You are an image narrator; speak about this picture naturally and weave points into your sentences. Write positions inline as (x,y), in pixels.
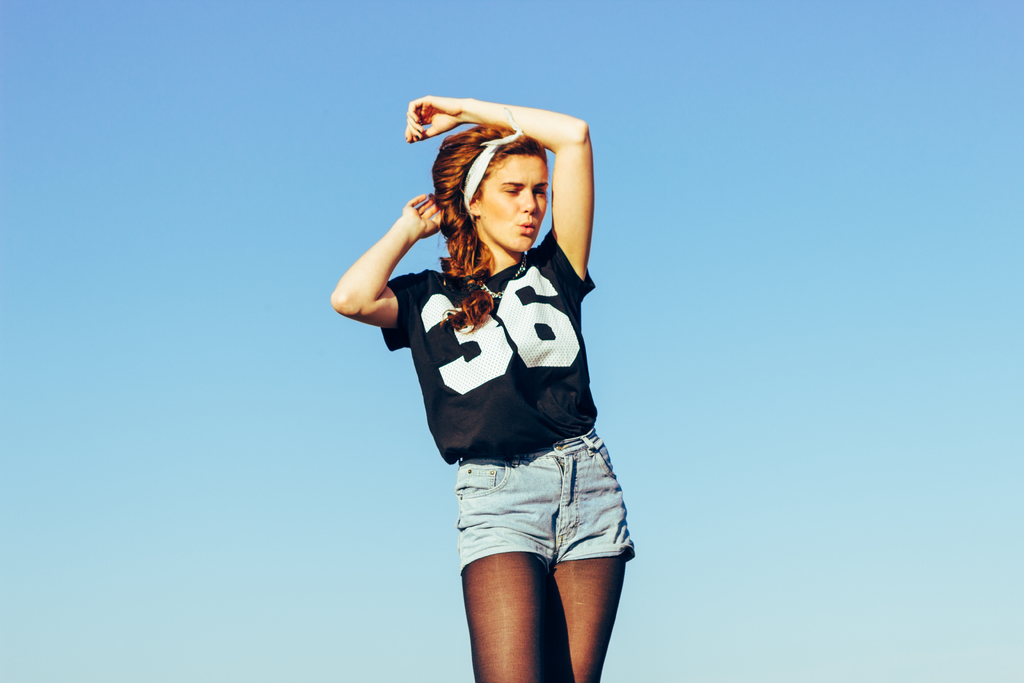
In the background (927,541) we can see the sky (746,429). In this picture we can see a woman (532,350) wearing a black t-shirt (545,398) and a denim short (525,550). She is standing and giving a pose.
